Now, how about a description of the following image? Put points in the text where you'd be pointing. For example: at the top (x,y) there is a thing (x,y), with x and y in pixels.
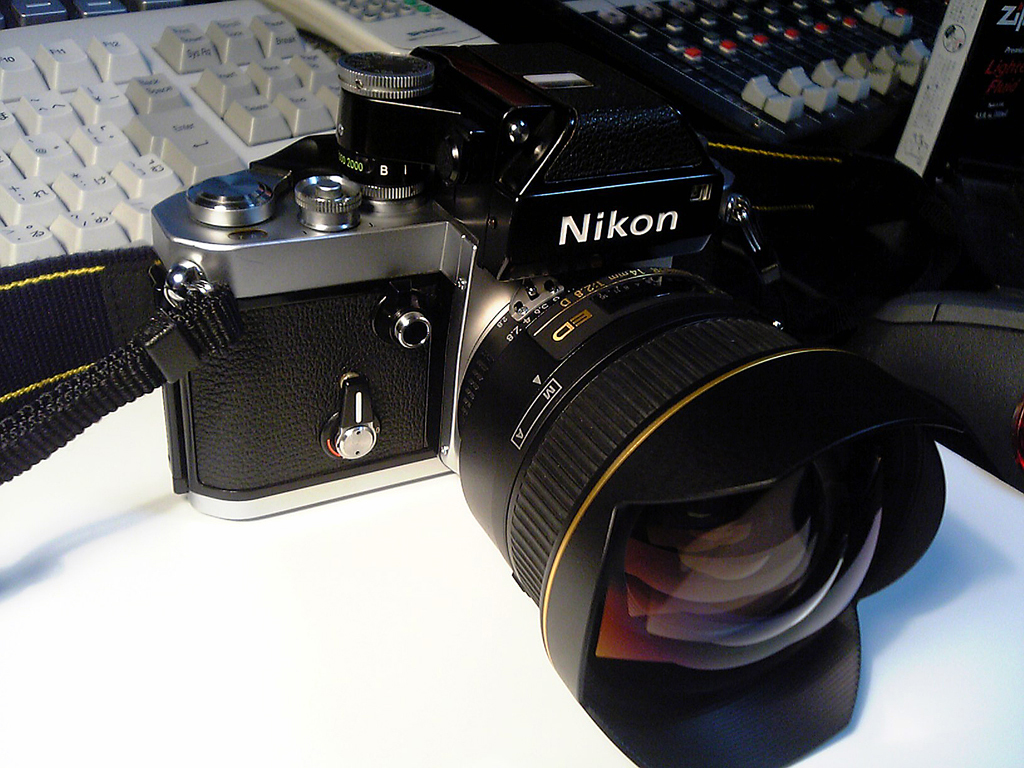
In this image we can see camera (422,139), keyboard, remote (378,32) on the table (398,551). To the right side of the image (847,145) there are other objects (874,35).
